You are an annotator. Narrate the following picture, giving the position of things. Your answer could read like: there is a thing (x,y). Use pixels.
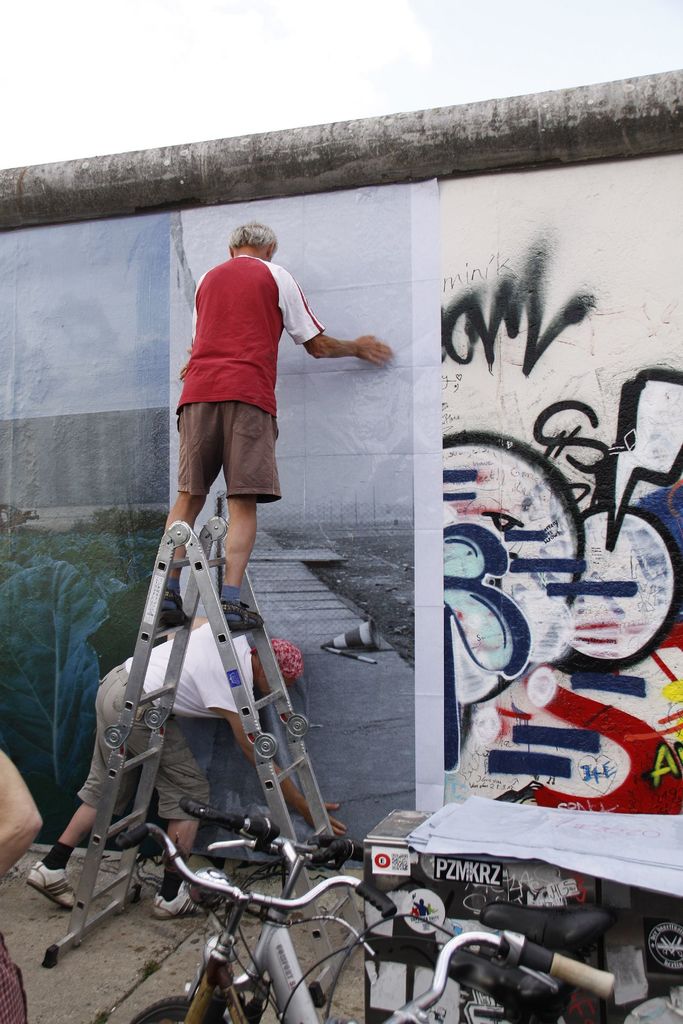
In this picture I can see two persons (190,520), there is a person (229,531) standing on the ladder (204,576), there are bicycles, there are papers (510,833) on the table (476,857), there is a poster (361,645) on the wall (447,400) and there are some scribblings (512,441) on the wall (453,284), and in the background (579,56) there is sky (388,101).
